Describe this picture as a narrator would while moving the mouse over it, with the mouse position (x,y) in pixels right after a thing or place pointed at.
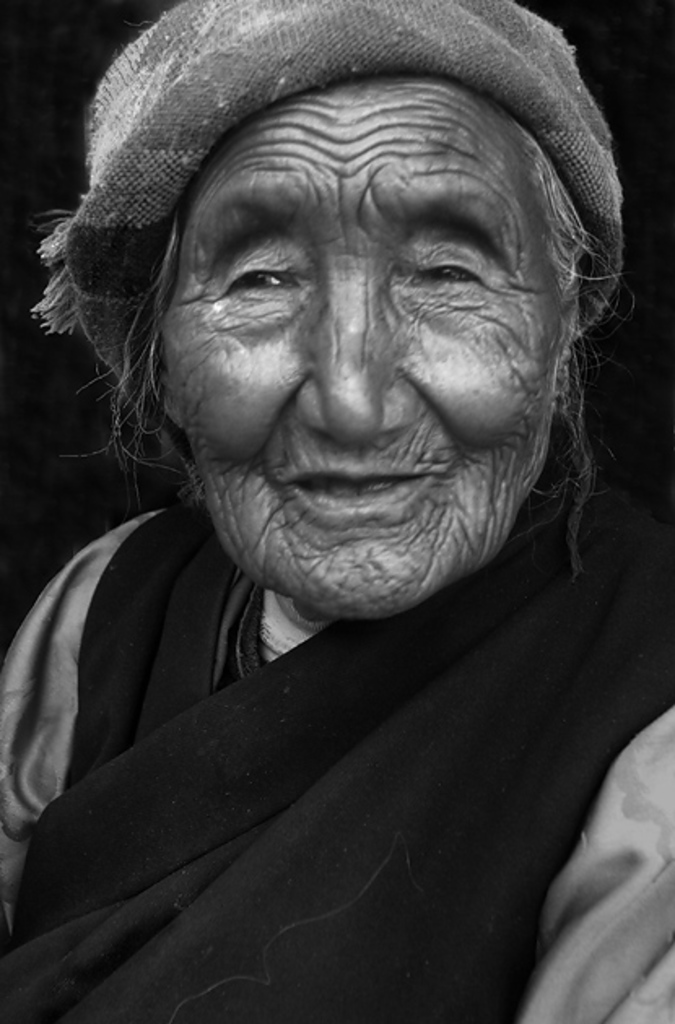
In this picture we can see a old woman (319,424).
